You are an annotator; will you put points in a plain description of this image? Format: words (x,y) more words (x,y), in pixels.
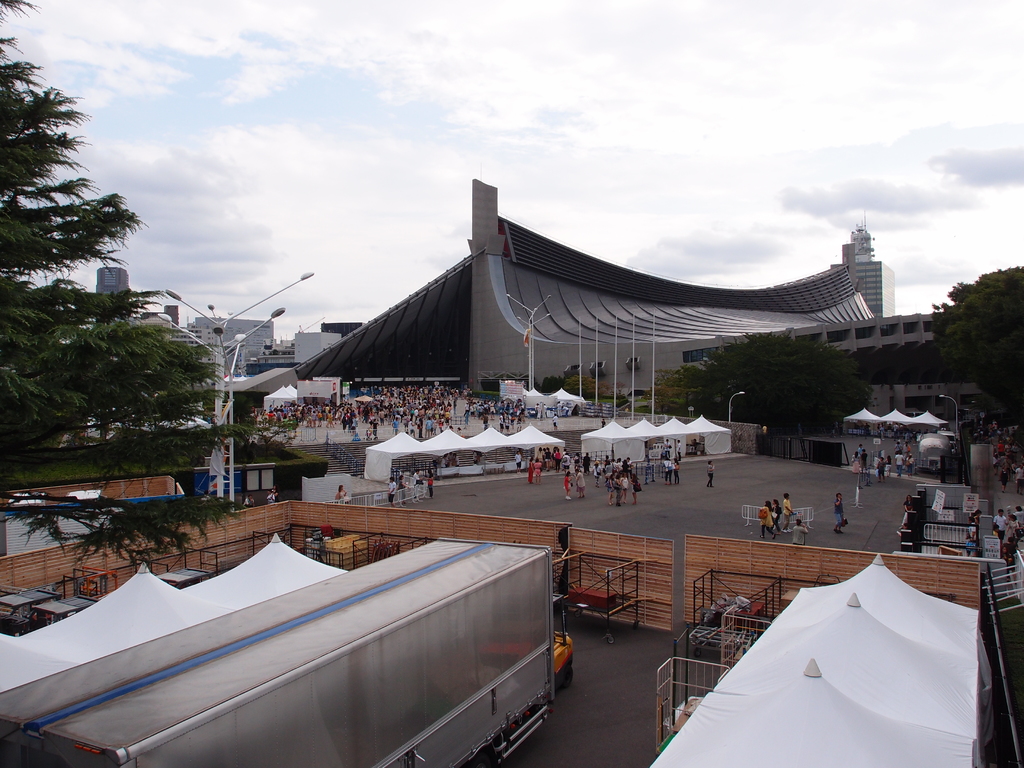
This an aerial view in this there are tents (212,612), buildings (615,282), people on road (647,638), poles (229,372) trees (109,230) and the sky (874,122).
